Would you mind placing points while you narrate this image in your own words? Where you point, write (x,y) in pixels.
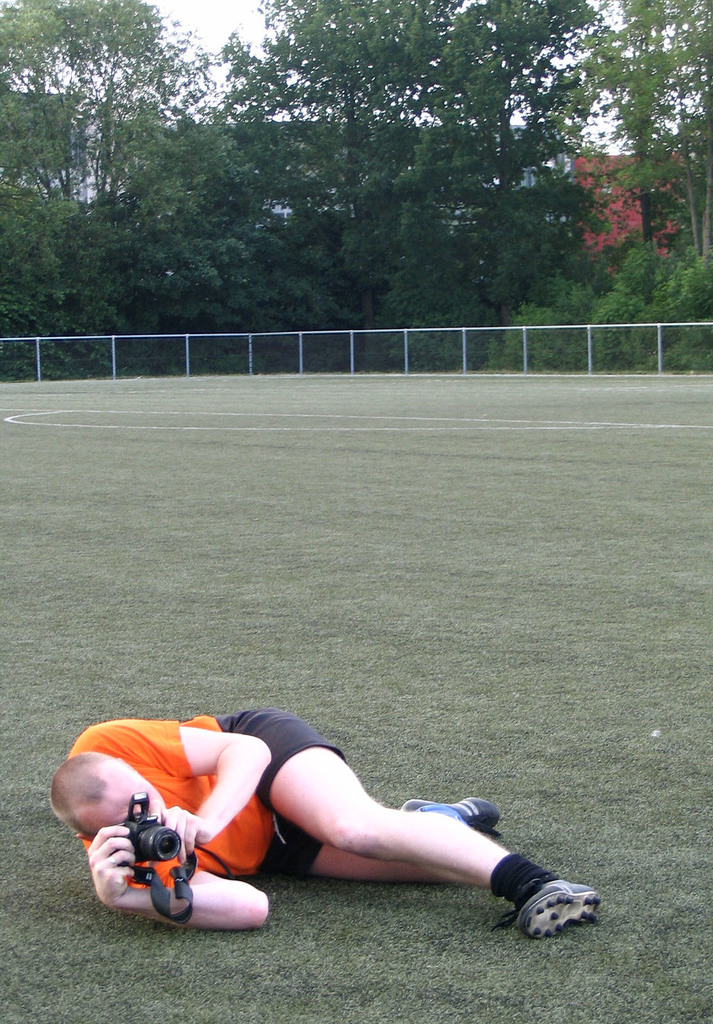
It is a grass ground (263,593). A person (268,732) is lying on ground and holding a camera (136,839). In the background (366,356) there is a railings (517,369) and some trees (341,171) are there.
